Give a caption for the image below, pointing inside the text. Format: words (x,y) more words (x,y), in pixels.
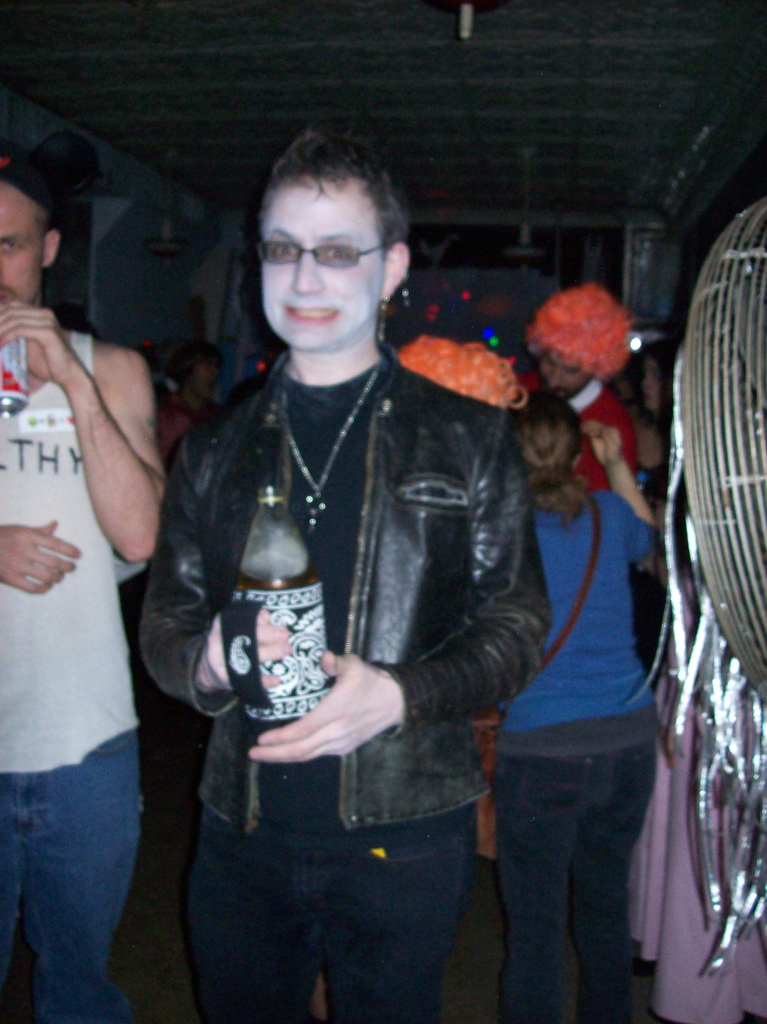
In the picture we can see a woman (458,762) standing with a bottle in her hand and she is wearing a black color jacket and a necklace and in the background (534,728), we can see some people (551,366) are standing and wearing a different types of caps (623,316).
